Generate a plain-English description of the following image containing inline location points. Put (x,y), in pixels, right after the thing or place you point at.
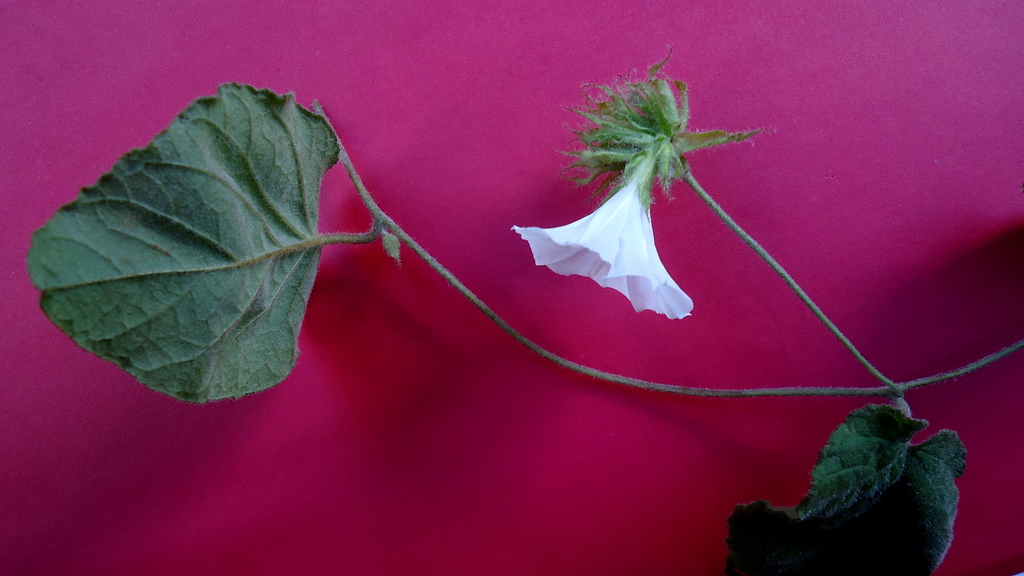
On the right side (992,360), there is a plant (352,170) having green color leaves (830,533) and a white color flower (641,229). And the background (687,527) is pink in color.
